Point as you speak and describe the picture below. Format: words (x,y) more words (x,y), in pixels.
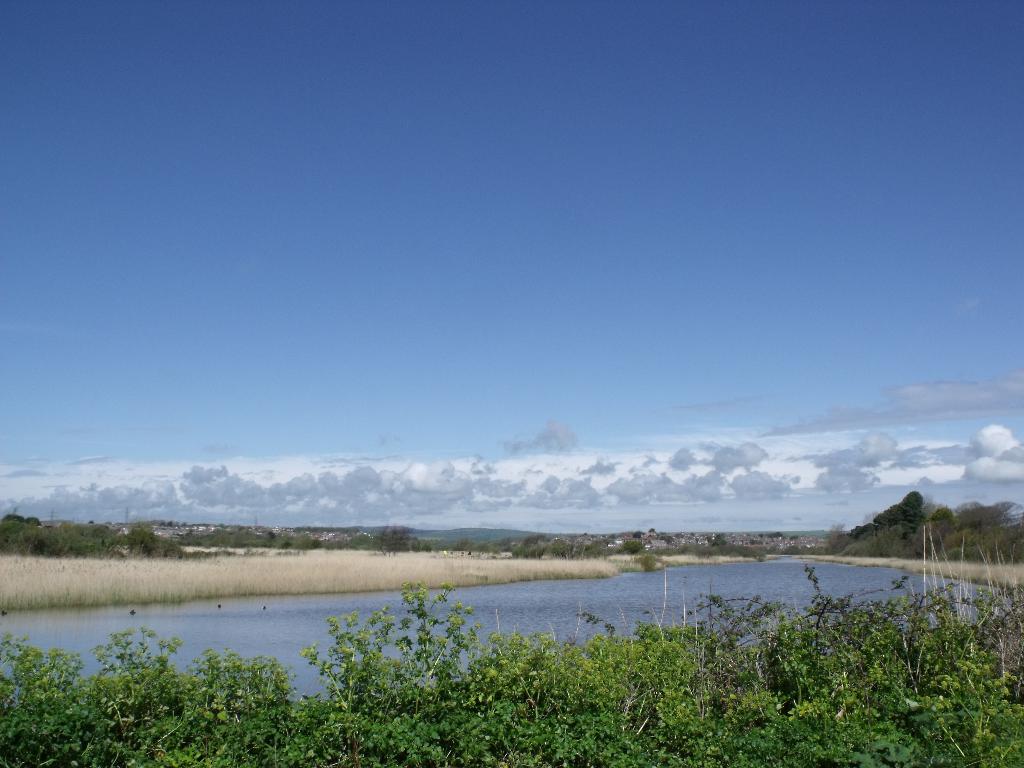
This picture show the beautiful view of the nature. In the front (226,705) bottom side we can see plants (607,690). Behind we can see the lake water (300,638) and many trees (651,550) in the background (632,548). Above we can see blue clear sky (483,388).
